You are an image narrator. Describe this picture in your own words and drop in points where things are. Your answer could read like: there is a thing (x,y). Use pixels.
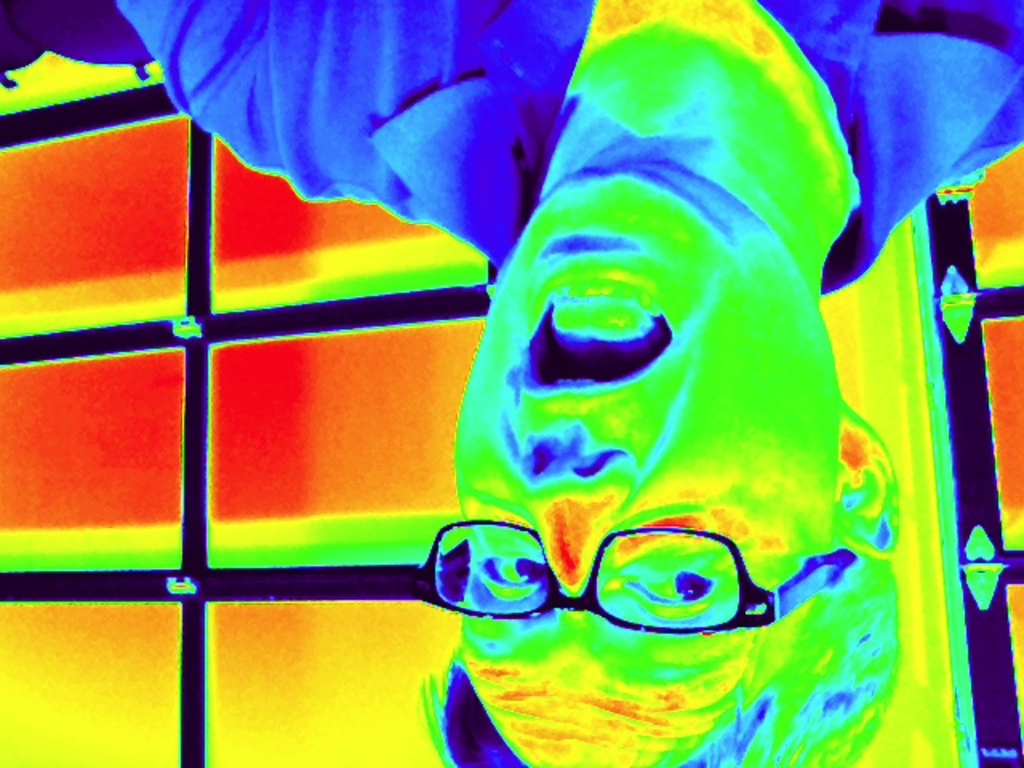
In this image we can see a man (341,138) and an iron grill (209,471) on the backside of him.
